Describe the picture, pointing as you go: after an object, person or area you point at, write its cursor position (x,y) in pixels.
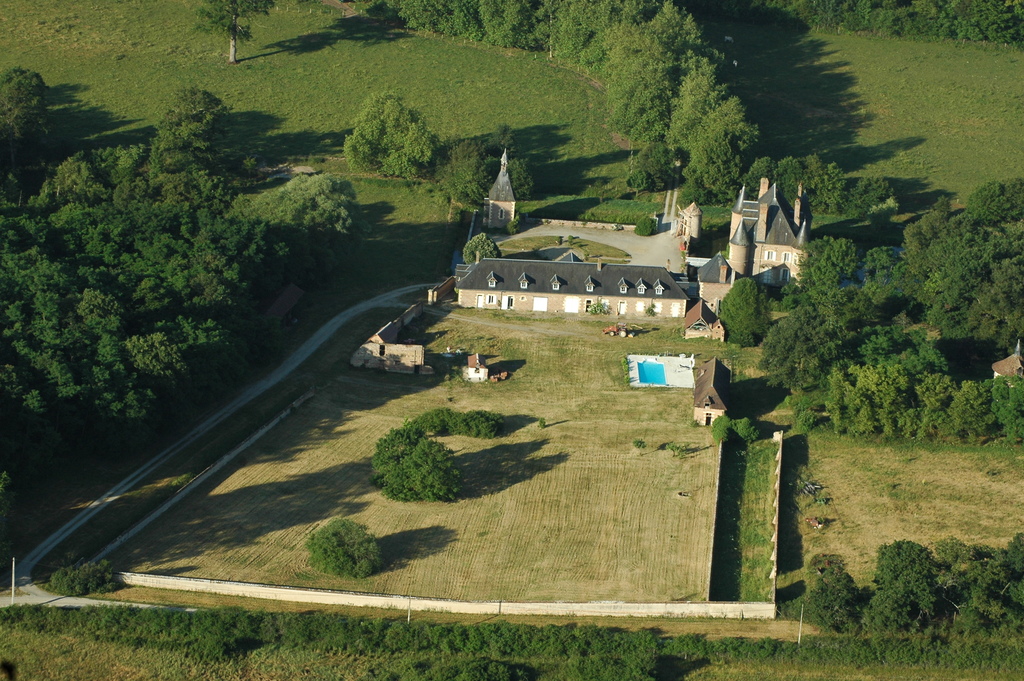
This image is taken from the top view. At the center of the image (666,303) there is a building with a swimming pool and the building (501,303) is surrounded by trees (912,296), plants (908,313) and grass (266,100).
